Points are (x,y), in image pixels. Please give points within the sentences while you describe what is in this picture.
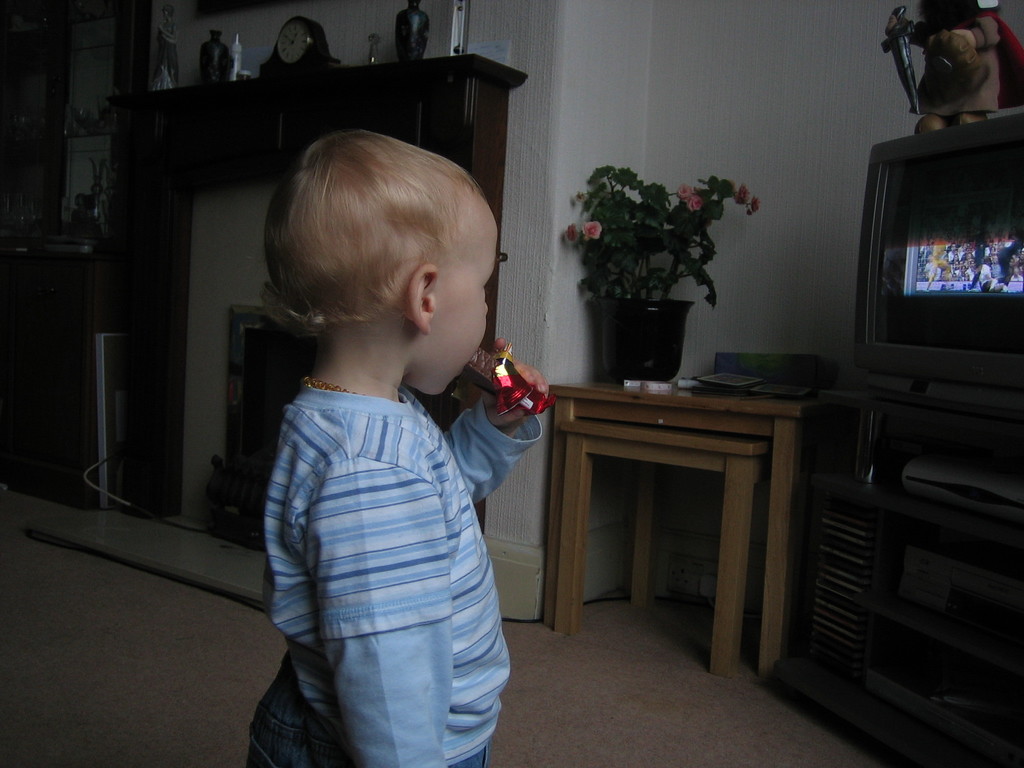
This picture shows a kid (412,357) eating a chocolate (488,376) and he is looking at a television (928,263). There is a flower pot (647,288) and it is placed on the table (626,414). In the background (714,120) there is a wall (652,85) and clock (295,48) here.
